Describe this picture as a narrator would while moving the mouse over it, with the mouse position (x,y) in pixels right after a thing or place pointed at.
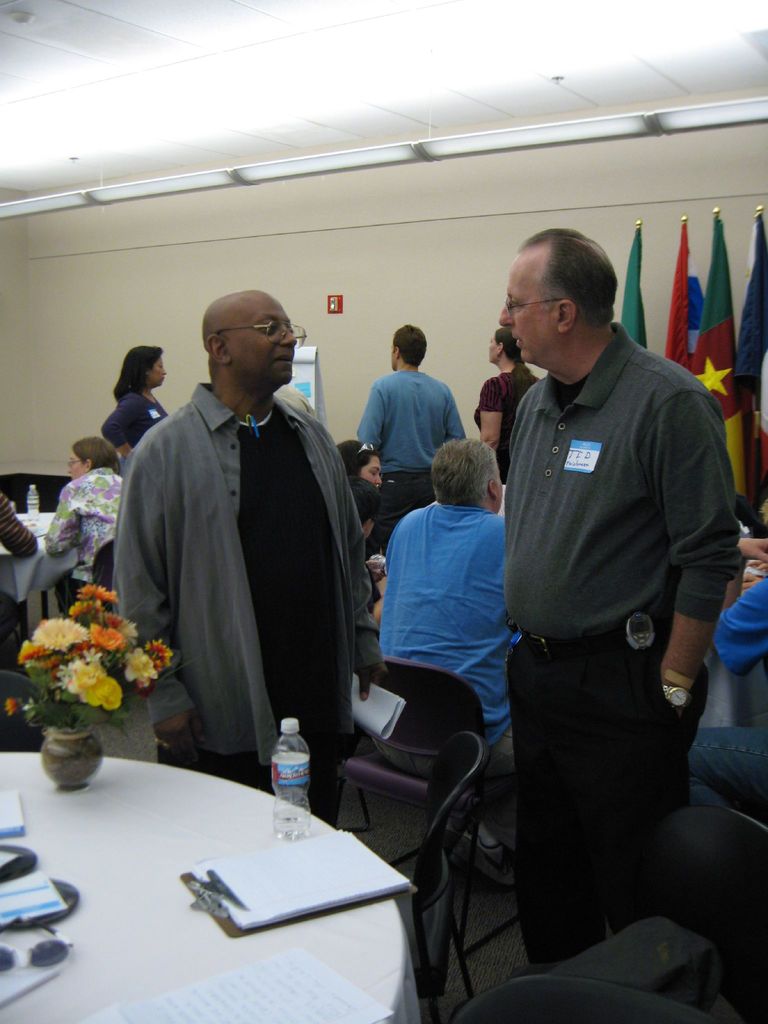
As we can see in the image there is a wall (61,296), few people (644,667) standing and sitting here and there and there are flags (730,301), chairs (473,754) and tables (197,809). On table (120,795) there are flowers (97,696), bottle (295,784), pad (302,899) and paper (290,890).
